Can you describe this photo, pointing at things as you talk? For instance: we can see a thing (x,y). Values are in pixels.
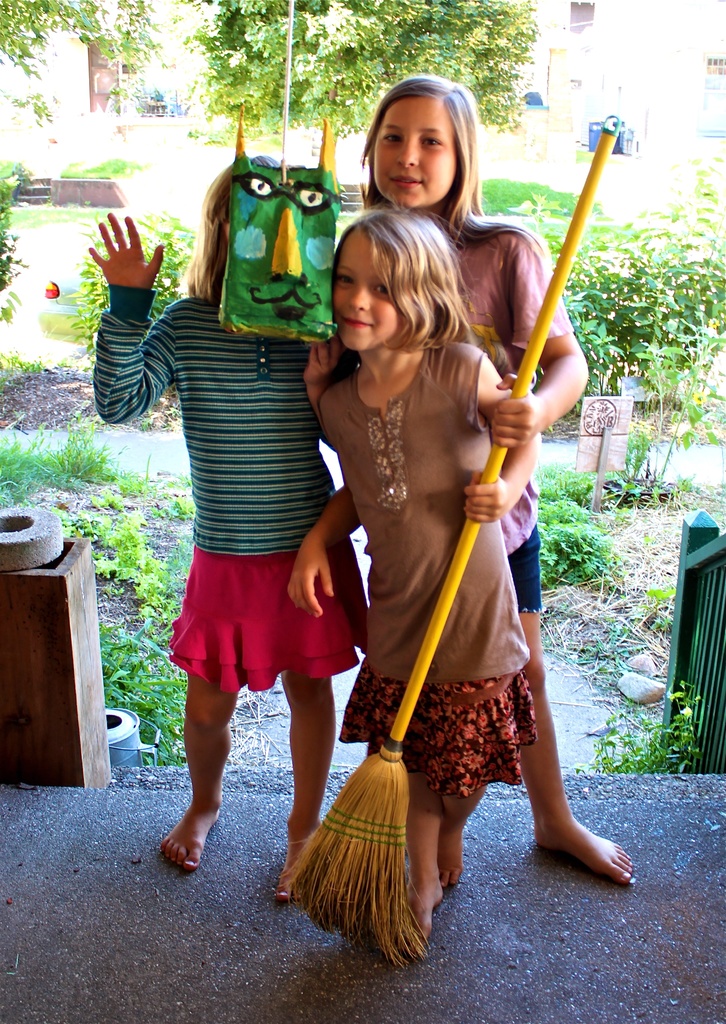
In this image three persons (352,511) are standing in middle of this image (367,511) and the two persons (409,452) at right side of this image (502,409) is holding a stick (538,351) and the left side person (245,377) is wearing a mask (281,251). There is a tree (251,56) at top of this image (304,66). There are some plants (586,331) at left side of this image (98,292) and right side of this image (593,329) as well. There are some objects (42,517) kept at left side of this image (76,593).
